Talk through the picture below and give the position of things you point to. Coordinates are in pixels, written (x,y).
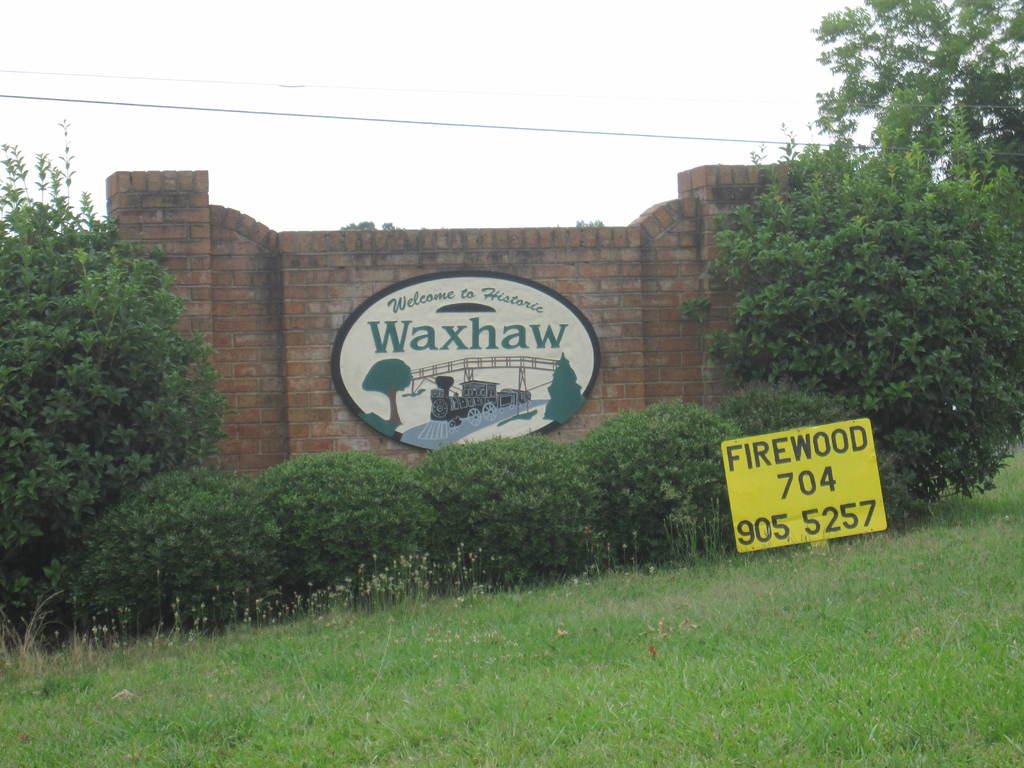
In this picture I can see trees (790,377), plants (688,499), grass (758,553) and yellow color board (799,484) on which something written on it. Here I can see a wall (259,278) which has something attached to it. In the background (401,141) I can see the sky (363,132) and wires (362,119).
